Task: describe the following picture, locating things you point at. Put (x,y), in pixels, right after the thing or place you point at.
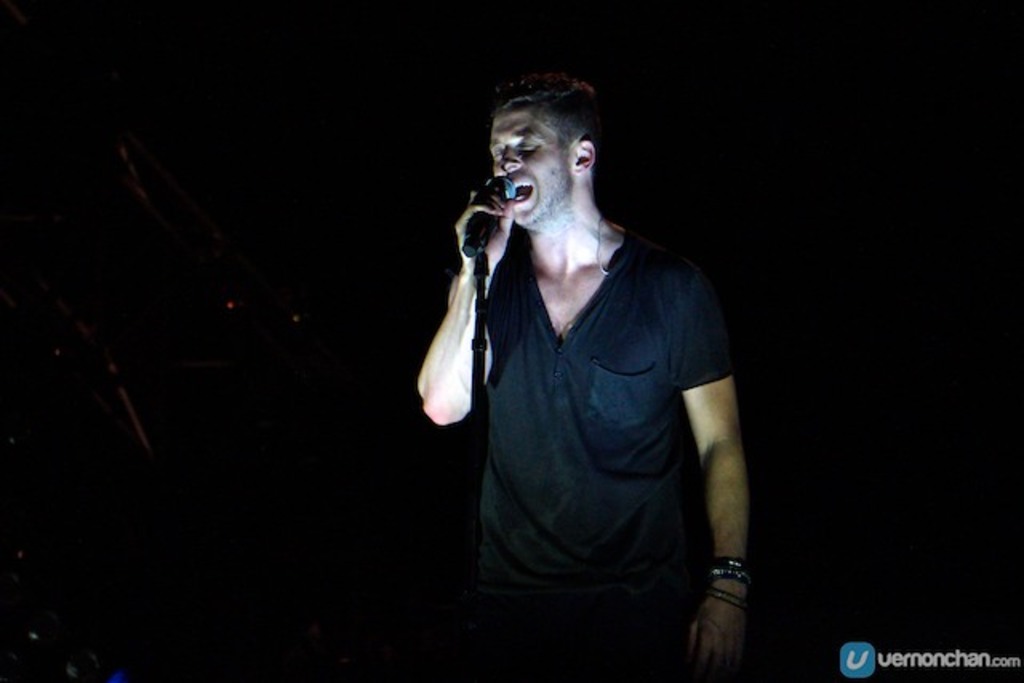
In middle of the picture (572,393), man (584,447) in black shirt (631,412) is holding microphone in his hand (499,204) and singing on it and this picture is taken in dark.
